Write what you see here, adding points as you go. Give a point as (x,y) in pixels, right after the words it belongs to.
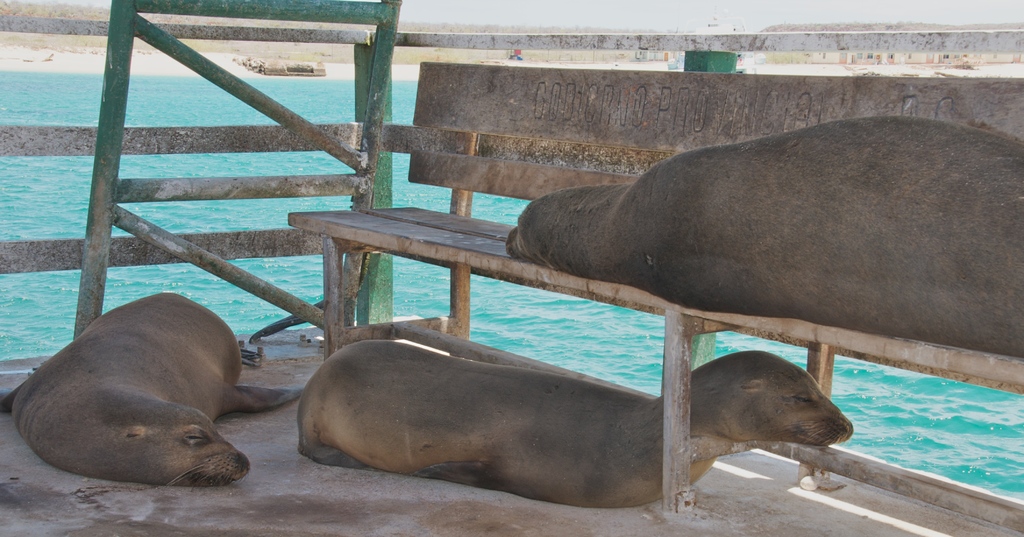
In the foreground of the picture (367,126) there are seals (1018,251), bench (480,101) and railing (5,138). In the middle of the picture (411,305) there is a water body (158,98). In the background (337,50) we can see shrub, sand (414,70), fencing (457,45) and other objects (513,58). At the top (609,15) it is sky (528,11).
